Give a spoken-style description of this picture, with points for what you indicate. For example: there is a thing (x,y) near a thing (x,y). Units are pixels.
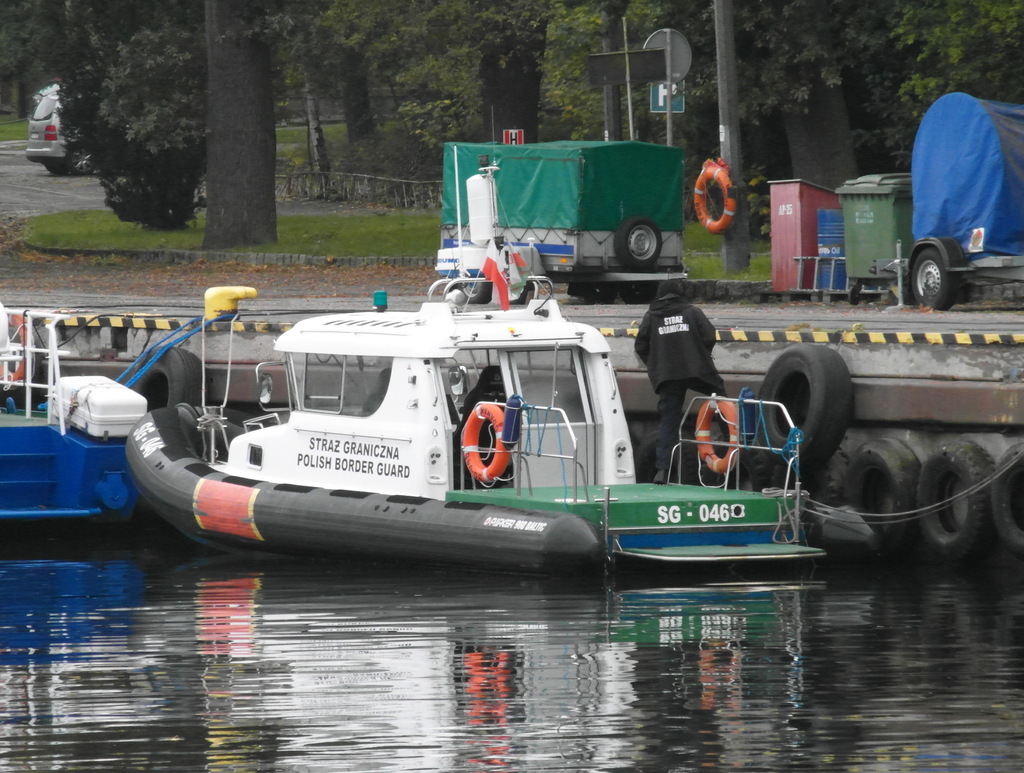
In the middle of the picture (550,433), we see a boat (571,472) and tubes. At the bottom (222,660), we see water (371,677) and this water (480,650) might be in the lake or pond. Beside the boat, we see the pavement (800,326). We see the vehicle (624,250) is parked on the road (755,315). Beside that, we see the poles (739,221), boards (661,34) and a tube (725,211) in orange color. On the right side (839,194), we see a trolley (917,224) and the garbage bins (812,244) in red, blue and green color. There are trees (258,222) and a wooden fence (333,190) in the background (154,96). On the left side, we see a car (33,133).
